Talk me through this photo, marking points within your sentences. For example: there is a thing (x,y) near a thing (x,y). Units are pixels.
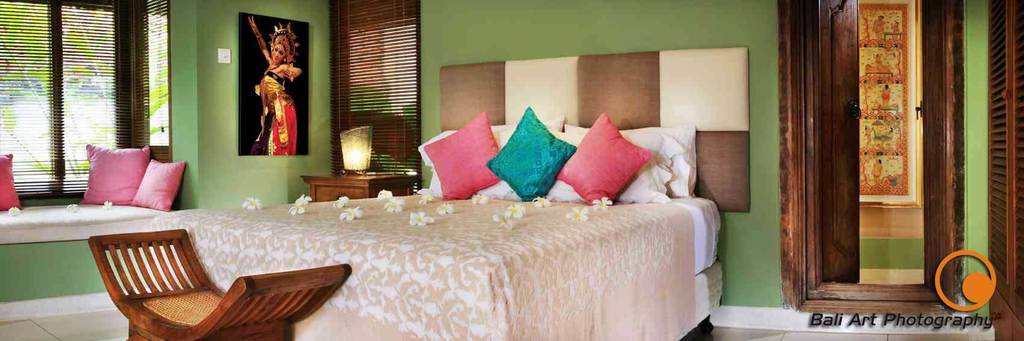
The picture is taken in a room (483,214). In the center of the picture (635,123) there is a bed (496,205), on the bed (364,287) there are flowers (535,205), pillow (523,164) and blanket (450,231). On the right (947,209) there are doors (850,219). On the left (49,241) there is a couch (66,225), on the couch (66,215) there are pillows (123,175), flowers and windows (57,114). In the center of the background (269,106) there are frame (307,153), lamp (351,140), desk (330,174) and window (352,77). On the left (102,23), outside the window (59,99) there are trees (75,94). In the foreground (181,264) there is a chair (208,311).
